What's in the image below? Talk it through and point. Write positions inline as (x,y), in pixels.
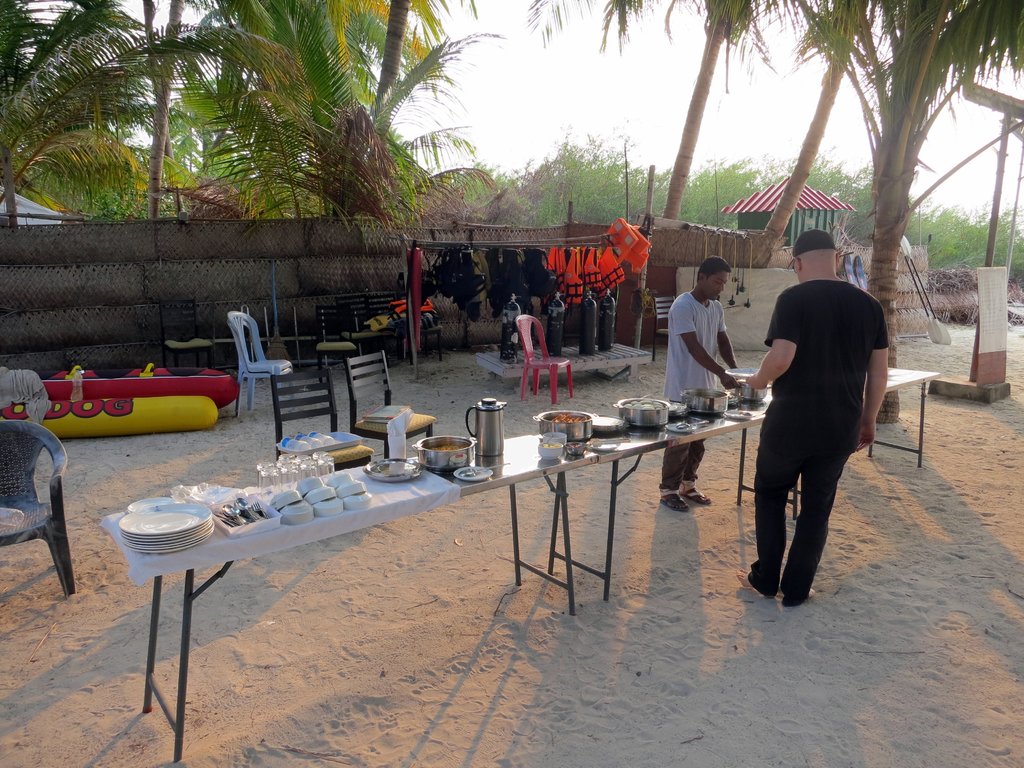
In this image, I can see two people (734,383) standing. There are tables (157,591) with plates (191,536), bowls (335,488), glasses (299,474), utensils (464,457) and few other objects (489,435). I can see the chairs (286,362) and life jackets (616,241) hanging to a hanger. In the background (31,119), there are trees (843,196) and the sky (572,73). On the right side of the image (943,342), I can see the paddles (940,326) and a board (981,355).
